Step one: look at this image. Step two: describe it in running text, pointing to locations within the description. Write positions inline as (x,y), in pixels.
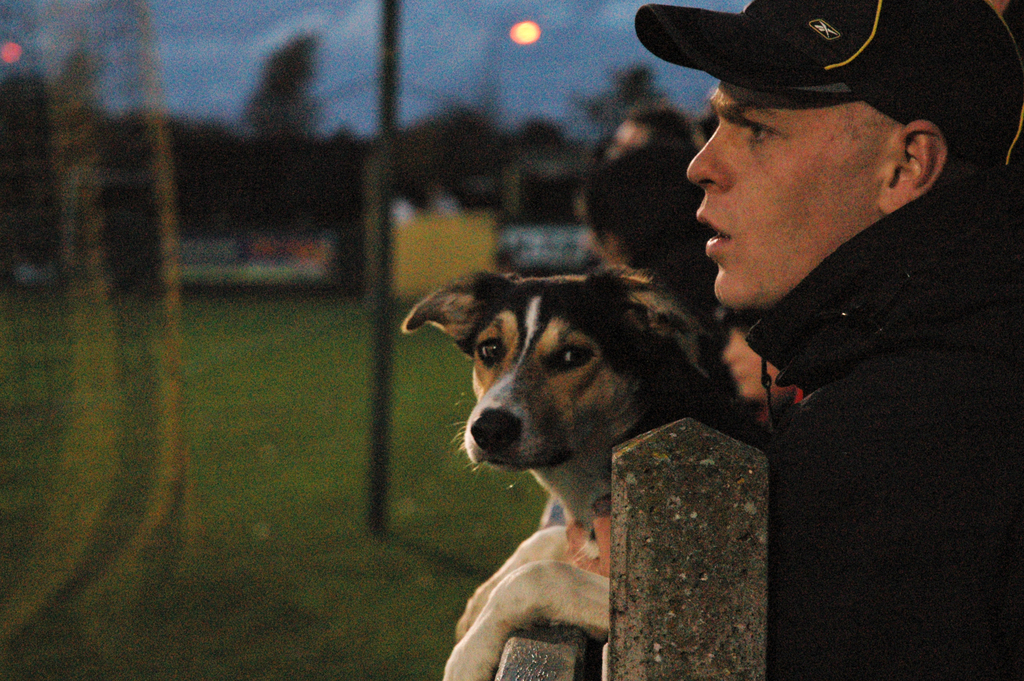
In this image I can see a man (730,279) and a dog (718,415). I can also see he is wearing a cap (767,66).
